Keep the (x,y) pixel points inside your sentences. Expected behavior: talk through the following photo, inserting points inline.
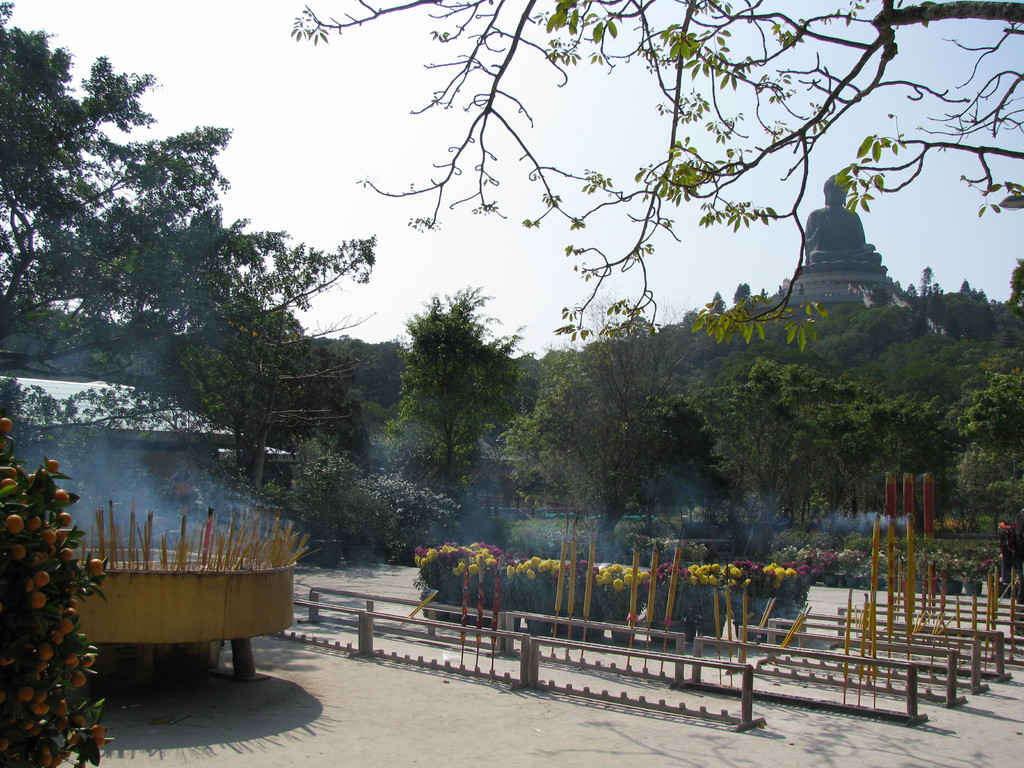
In this image we can see circle shape thing (117,595) on left side of the image (202,619) and on right side of the image (747,667) there are some benches (535,640), poles (907,564) which are of yellow color and in the background of the image (509,351) there are some trees (847,319), statue (848,252) and clear sky (254,175).
